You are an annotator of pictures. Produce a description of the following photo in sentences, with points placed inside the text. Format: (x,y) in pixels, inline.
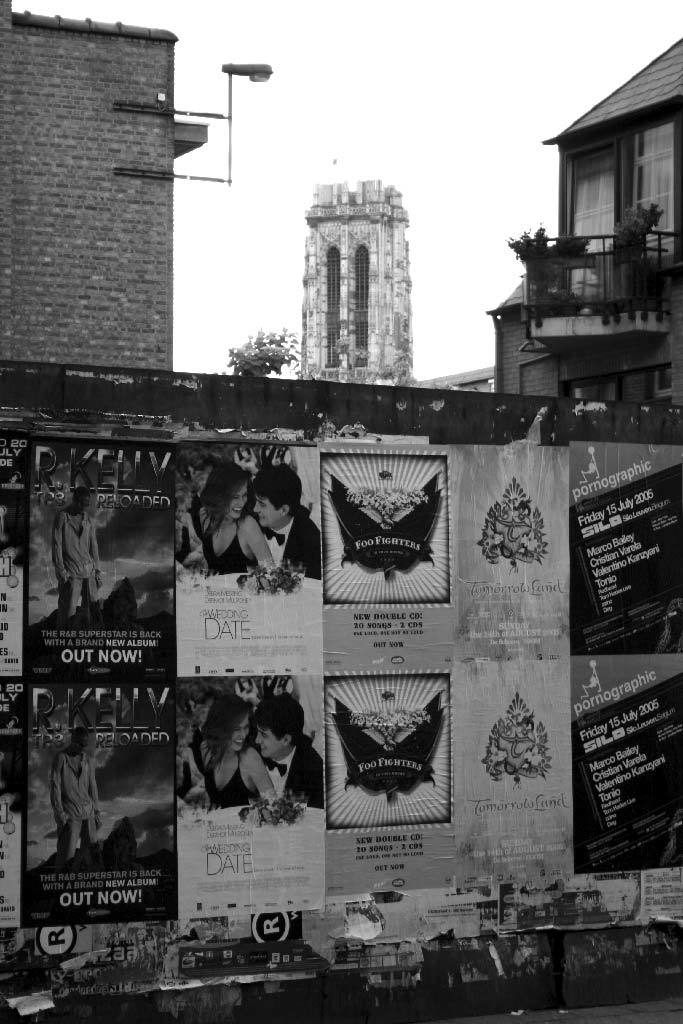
In the image we can see there are many posters (247,580) stick to the wall (256,631). These are the buildings (22,222), balcony (526,320), plant (530,253), light (257,66), footpath (620,1011) and white sky (468,164).
